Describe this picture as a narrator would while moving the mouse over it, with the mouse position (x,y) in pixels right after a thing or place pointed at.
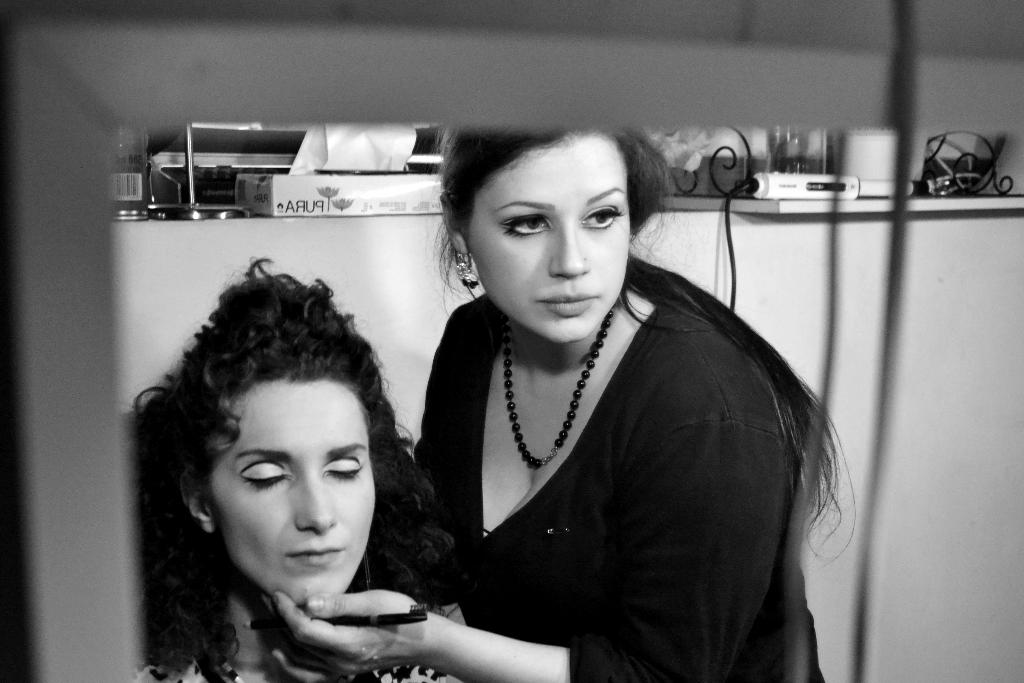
In this picture we can see two women (460,407), and it is a black and white photograph, in the background (720,208) we can see a machine (790,192) and other things (432,154).
